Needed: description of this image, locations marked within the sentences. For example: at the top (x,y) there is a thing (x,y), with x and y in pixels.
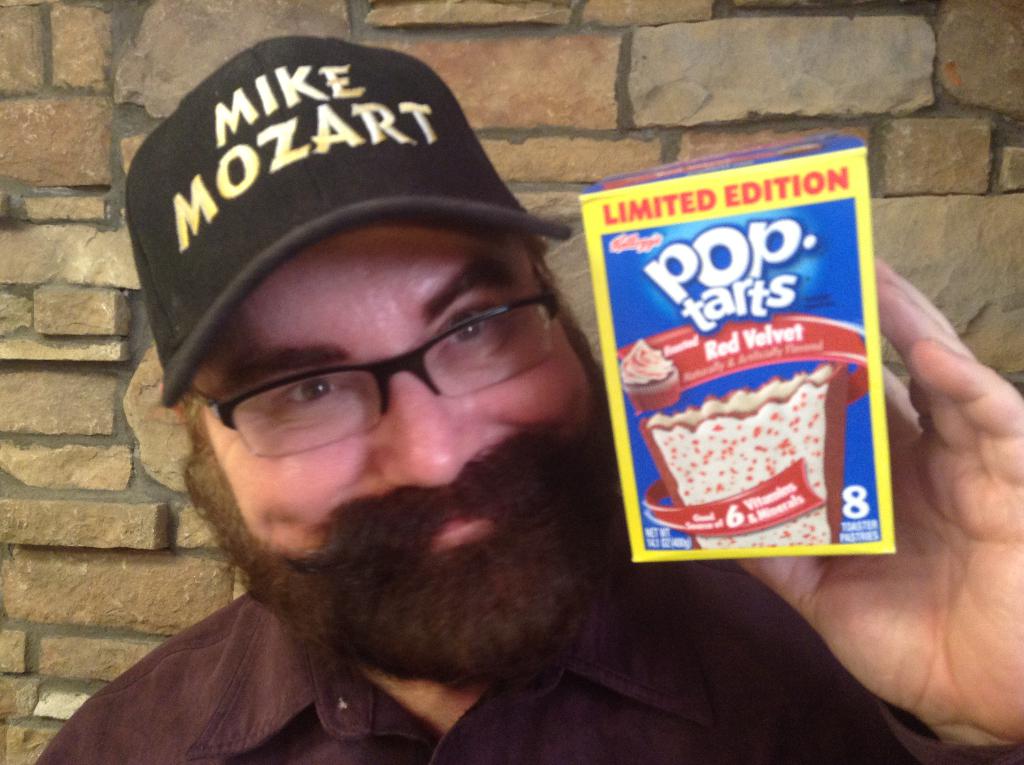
In this picture we can see a man (272,693) wore a spectacle (518,344), cap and holding a box (857,273) with his hand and smiling and in the background (83,206) we can see wall (831,85).
